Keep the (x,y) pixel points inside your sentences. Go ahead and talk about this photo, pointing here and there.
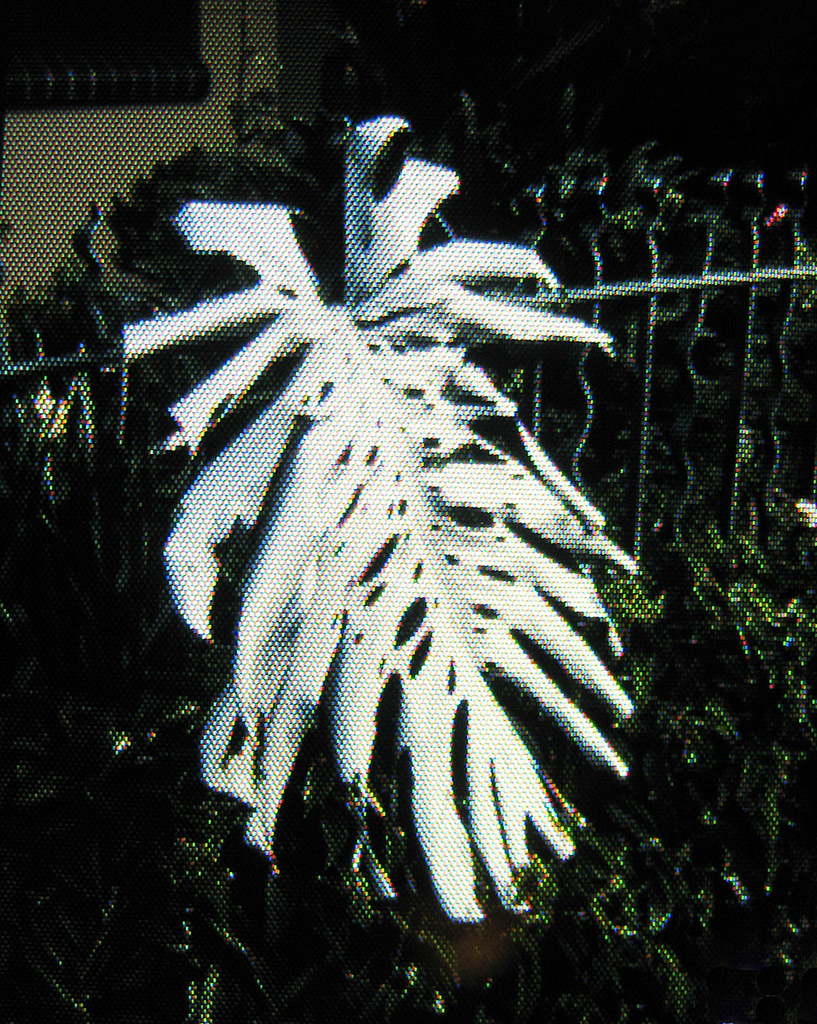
There a fencing (590,403) in the middle of this image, and it seems like there are some plants (567,673) at the bottom of this image (583,855) and in the middle of this image (487,350) as well. There is a wall (59,150) in the background (237,145).
